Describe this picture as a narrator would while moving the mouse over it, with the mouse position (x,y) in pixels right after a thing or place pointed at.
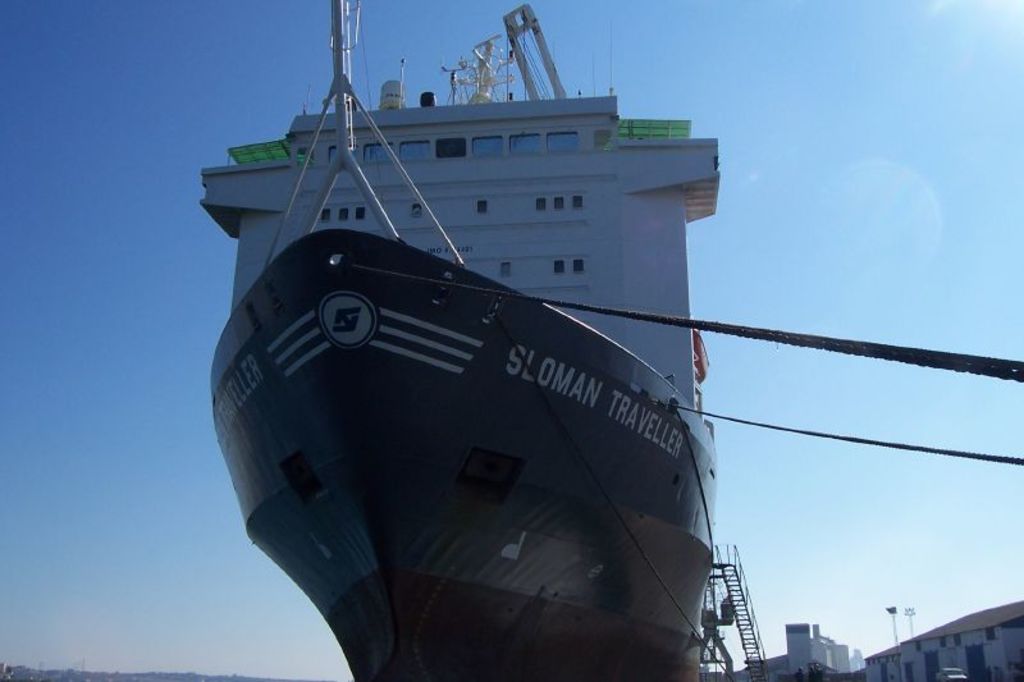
There is a ship (469,471) with a white building (656,284) in it and in the background (78,246) there is a sky (68,232).
